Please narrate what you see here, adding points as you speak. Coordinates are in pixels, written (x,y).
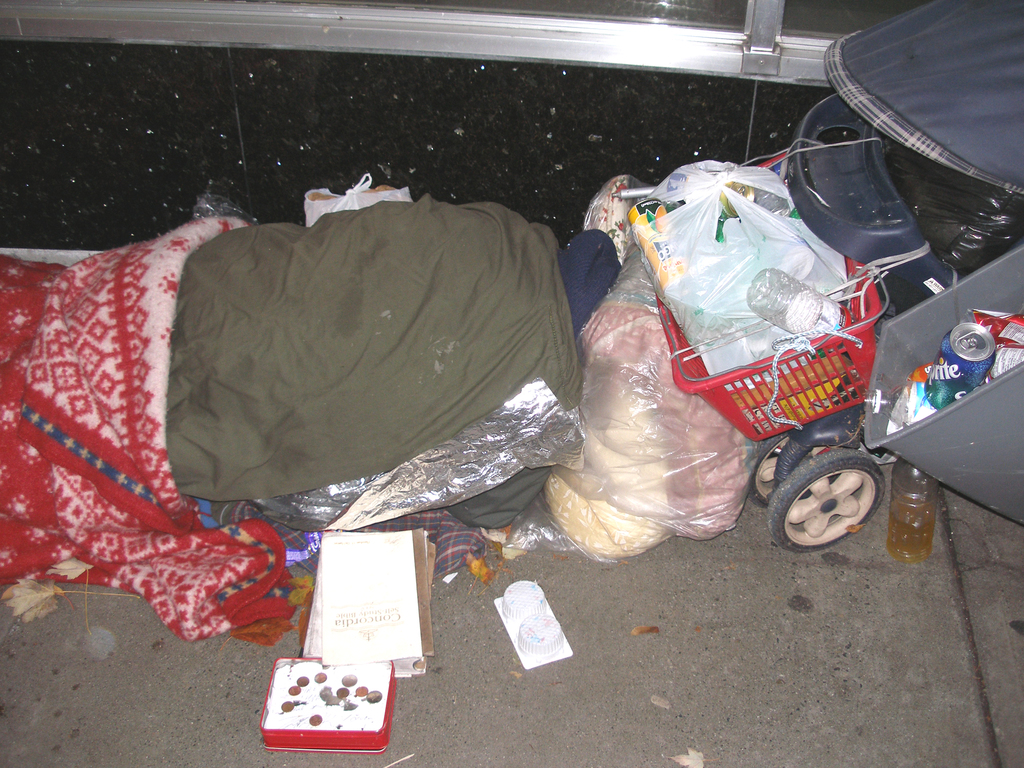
In the image we can see the shopping cart (761,393), box (363,722), can (958,353), papers (416,623) and other things (757,317) wrapped in a cover (679,299). Here we can see clothes (202,441), footpath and the wall (390,71).
